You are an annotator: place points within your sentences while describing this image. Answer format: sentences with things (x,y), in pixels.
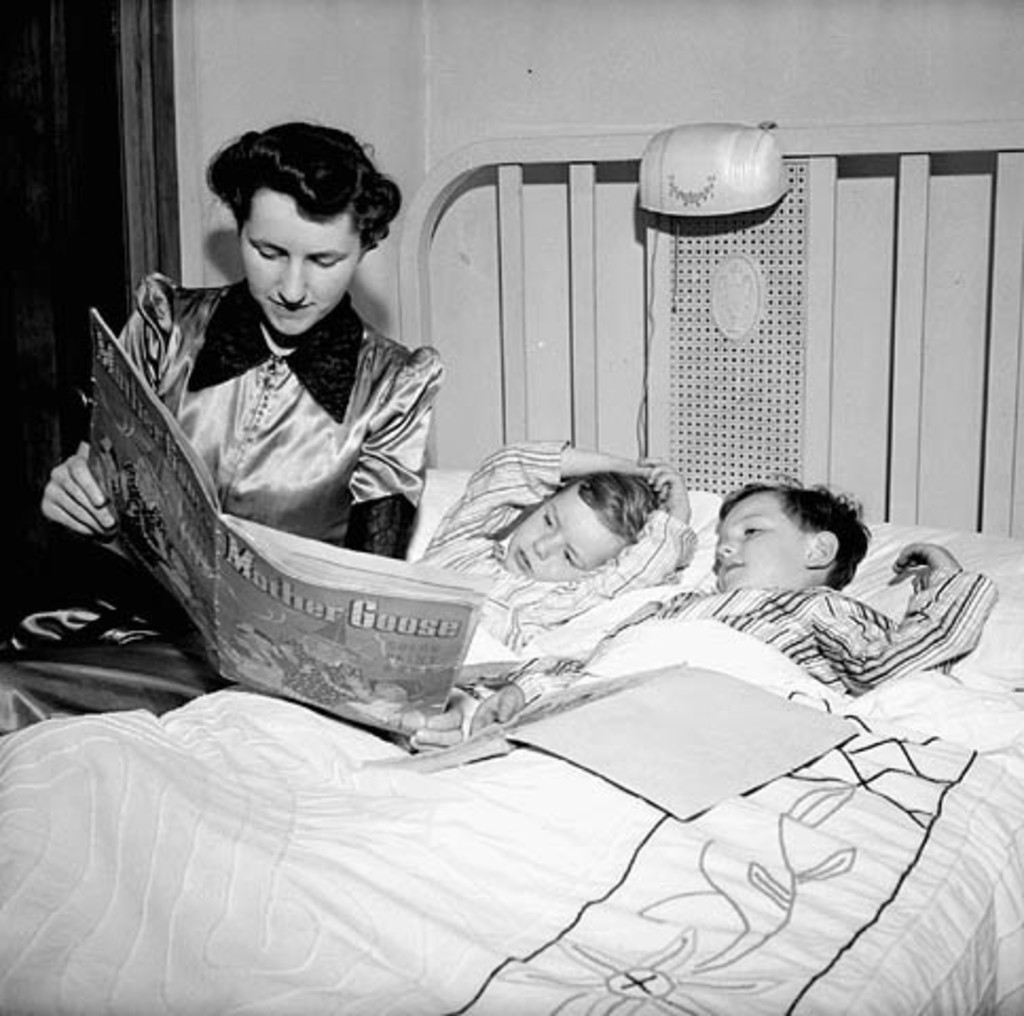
The picture is clicked inside a room (826,255). there are two kids (816,669) lying on a bed (752,913). Beside them a lady (309,364) is sitting she is holding a book (236,549). In the background (454,49) there is a wall (350,46). On the left top corner (151,58) there is a door (111,78).
